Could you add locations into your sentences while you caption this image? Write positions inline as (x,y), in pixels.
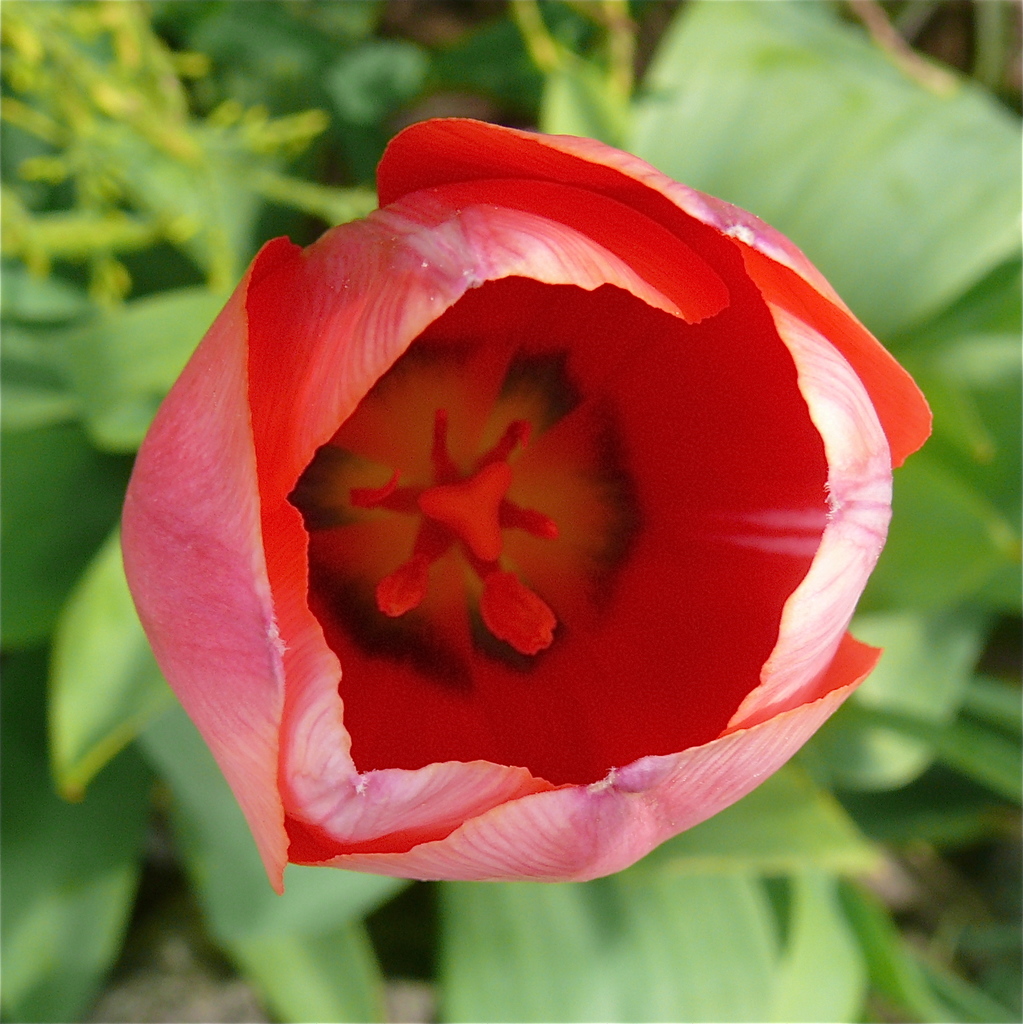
In this image I can see red color flower (834,442). Back I can see green color leaves (836,867).
